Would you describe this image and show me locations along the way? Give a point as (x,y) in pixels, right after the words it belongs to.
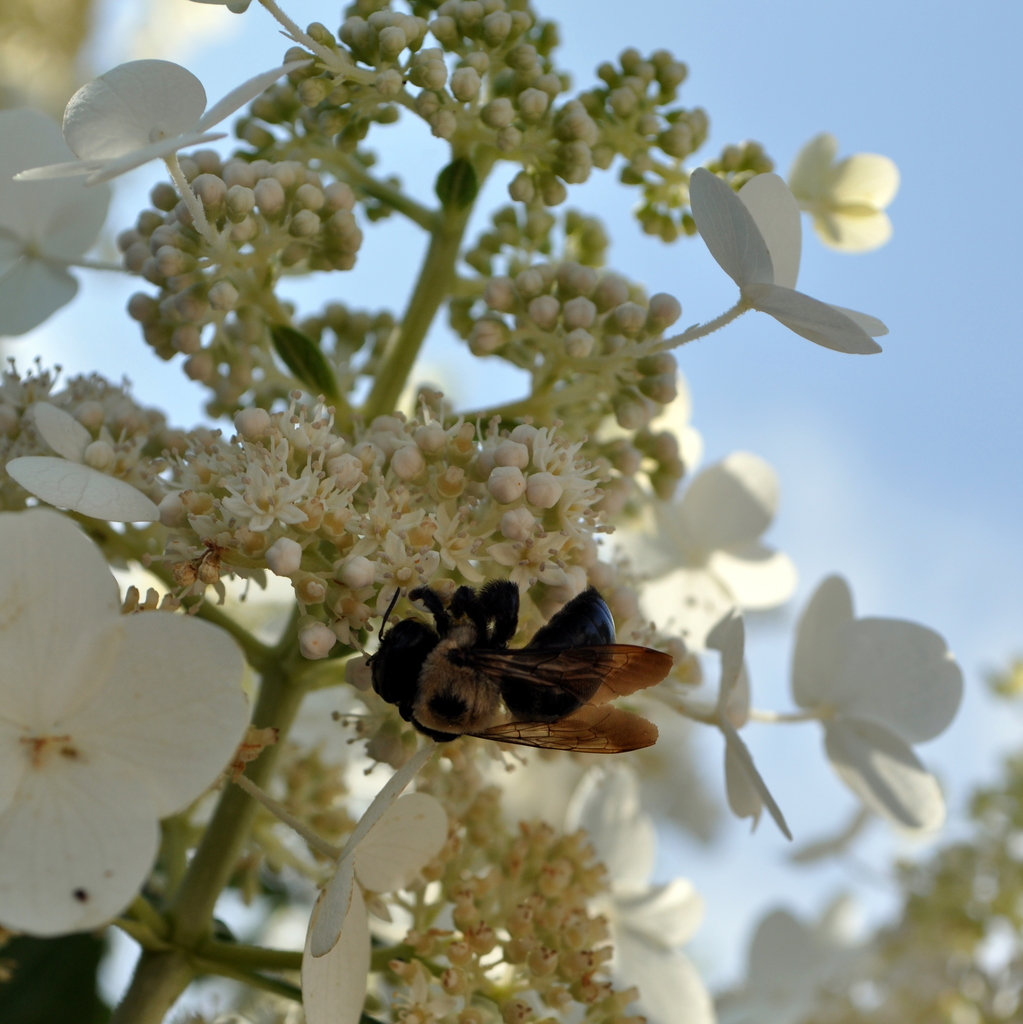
In this image I can see white colour flowers (46,681) and white colour buds (474,67). I can also see the sky (878,504) in the background (862,104) and I can see this image is little bit blurry from background (1002,333).
